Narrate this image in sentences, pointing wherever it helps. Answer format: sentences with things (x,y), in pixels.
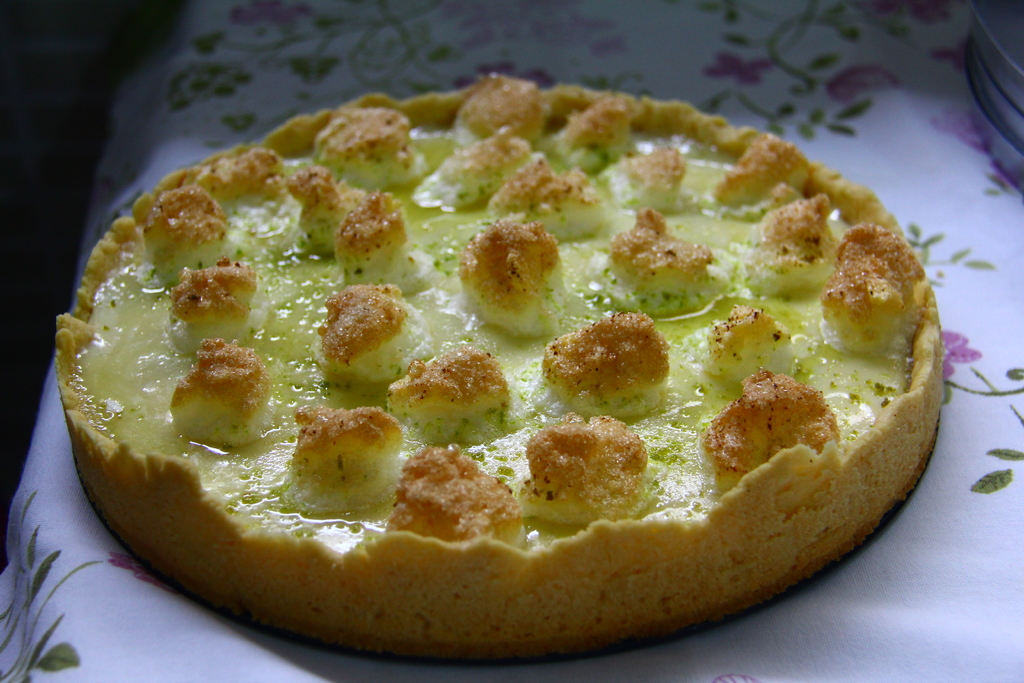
In the center of the image (396,250) we can see a tart (633,294) placed on the table (979,561).
